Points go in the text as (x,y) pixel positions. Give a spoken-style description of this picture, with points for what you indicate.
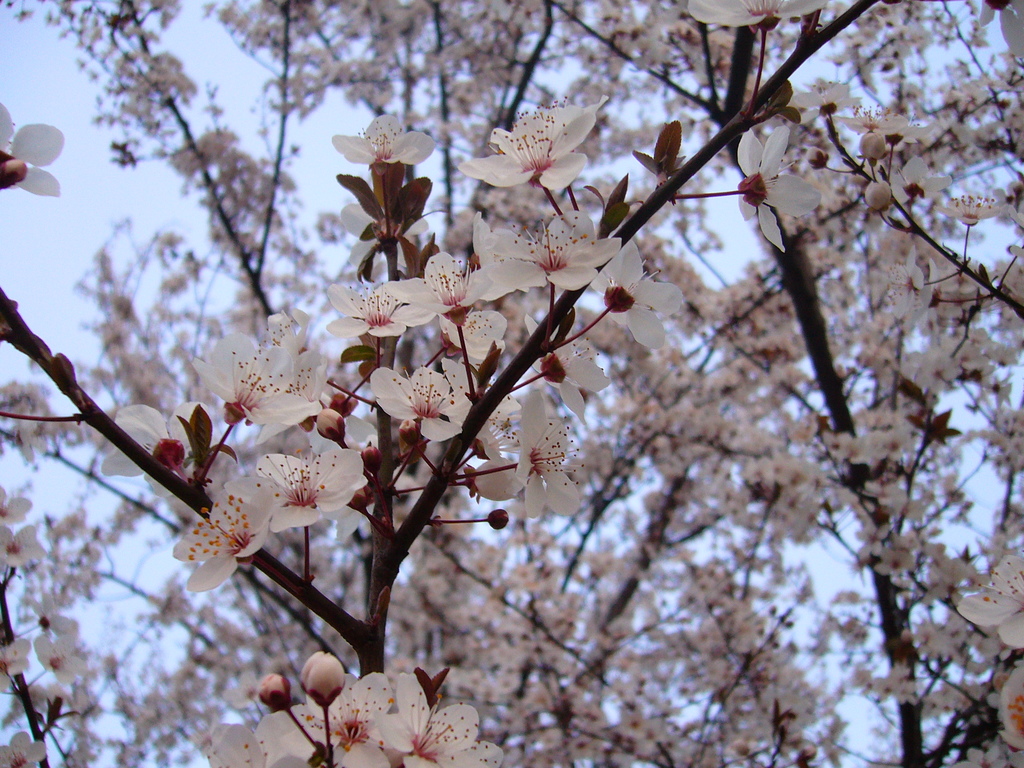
In this image I can see the flowers (436,370) on the tree (437,607). In the background (187,224), I can see the sky (64,225).
